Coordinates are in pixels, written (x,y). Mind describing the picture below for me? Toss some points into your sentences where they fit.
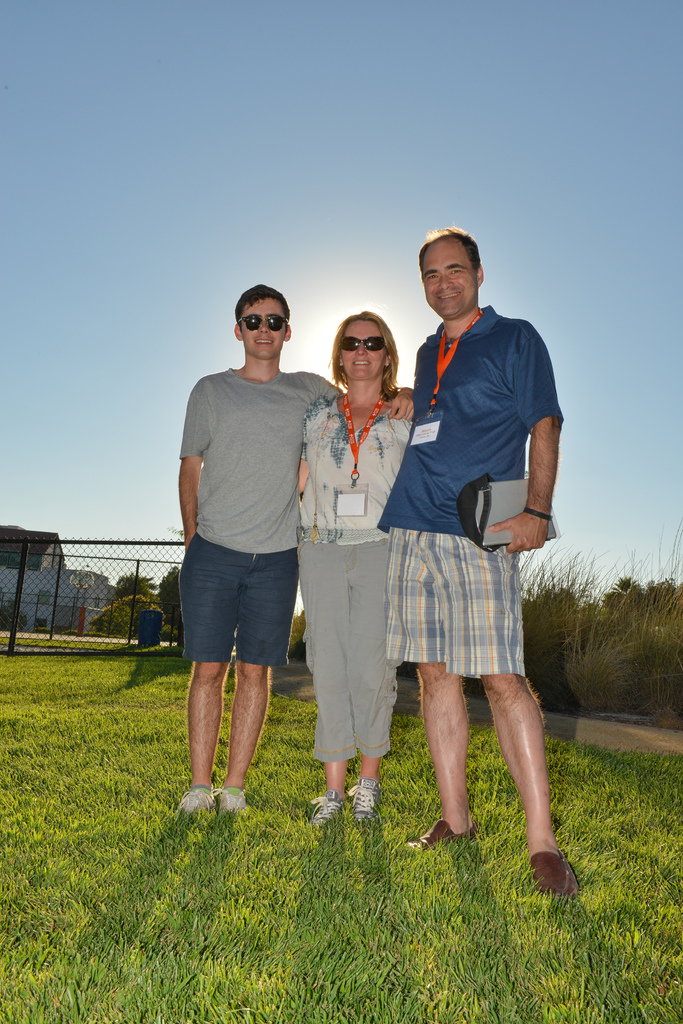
In this image we can see three people (370,784) standing on the ground (382,767) holding each other. In that a man (462,639) is holding a laptop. We can also see some grass (374,876) and plants (593,681). On the backside (176,642) we can see a metal fence (79,639), a drum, trees (118,625), a house (44,578) with roof (40,547) and the sky (189,382) which looks clear.
